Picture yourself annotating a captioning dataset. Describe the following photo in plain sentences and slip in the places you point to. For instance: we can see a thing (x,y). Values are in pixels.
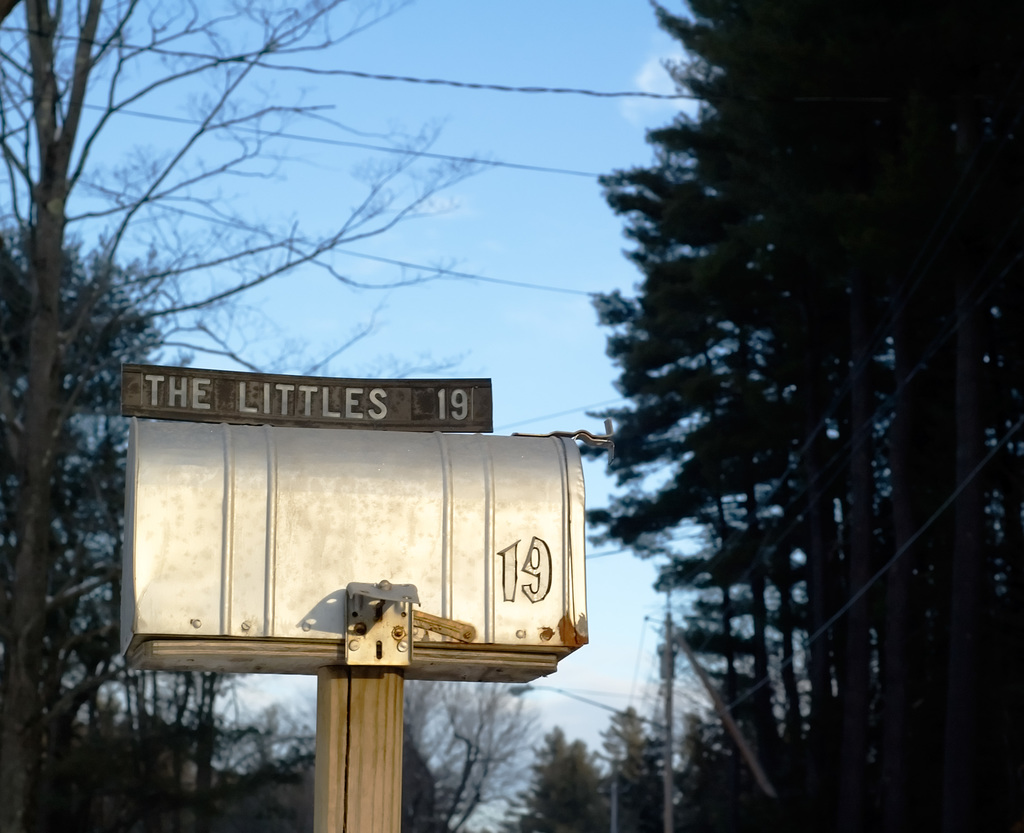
Here I can see a metal box (352,564) which is placed on a wooden pole (402,674). On this box (232,626) there is a metal board (254,392) with some text (239,390). In the background (746,426) there are many trees (760,504). At the top of the image (503,153) I can see the sky (514,208) in blue color.
